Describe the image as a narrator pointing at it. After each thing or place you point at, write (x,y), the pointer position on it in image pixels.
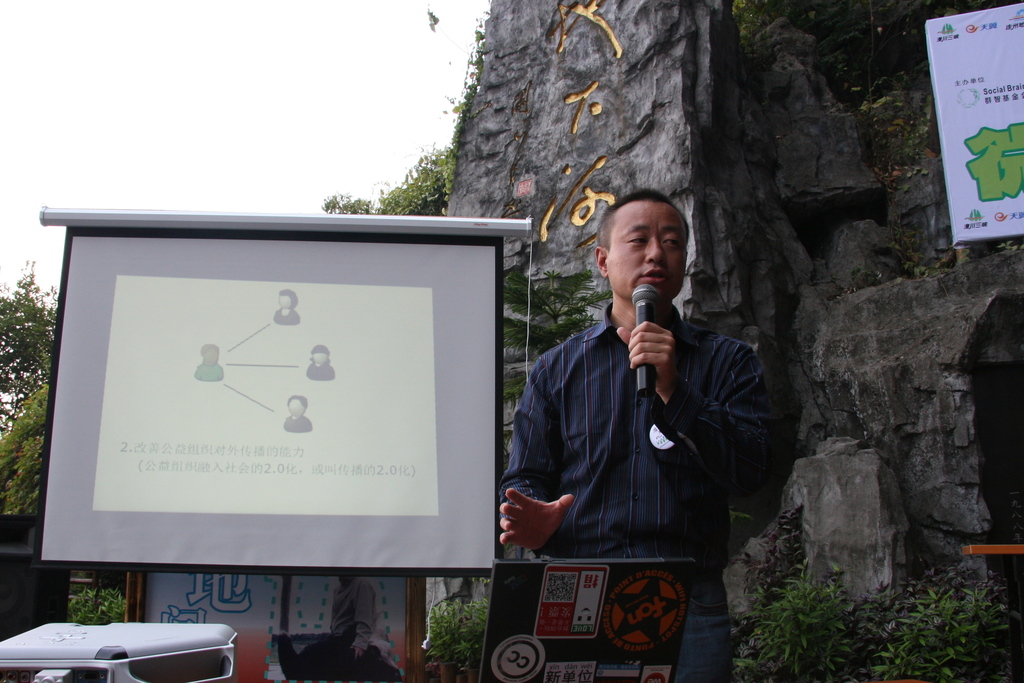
As we can see in the image there is a screen (312,382), poster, a man (621,502) holding mic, banner (953,210), tree (898,19), plants (787,581) and trees (408,195). On the top (277,54) there is sky (298,36).
